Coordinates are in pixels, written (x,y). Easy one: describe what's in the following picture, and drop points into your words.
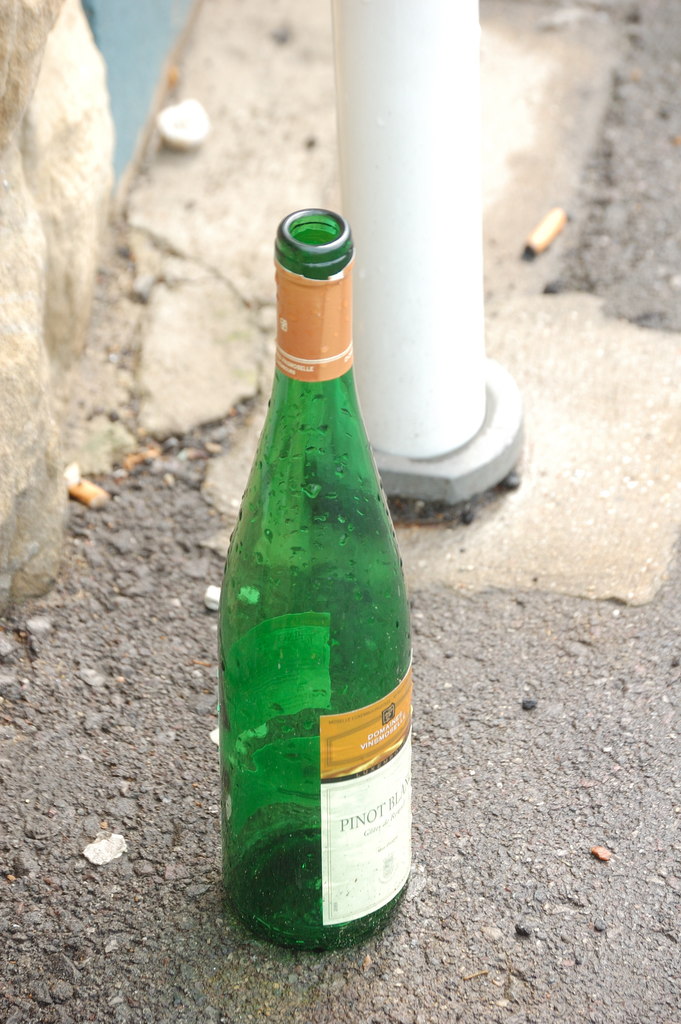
In this image i can see a green color bottle (350,674) on the ground (501,871).
